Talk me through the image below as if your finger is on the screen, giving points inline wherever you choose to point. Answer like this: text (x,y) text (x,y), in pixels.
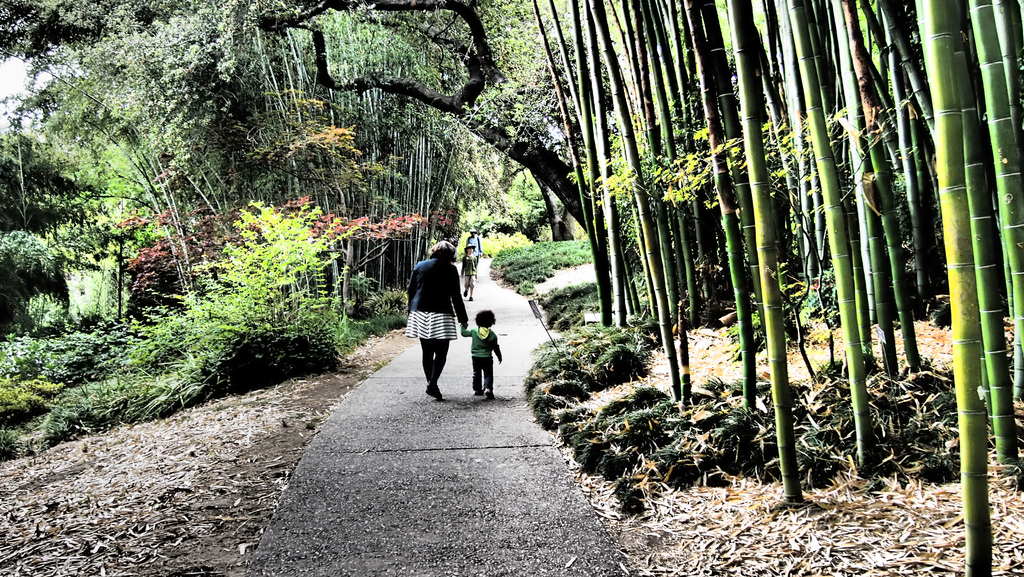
In this picture I can observe few people (439,280) walking in the path (480,453) in the middle of the picture (467,328). On either sides of the path (388,529) I can observe trees (184,114) and plants (483,241).
